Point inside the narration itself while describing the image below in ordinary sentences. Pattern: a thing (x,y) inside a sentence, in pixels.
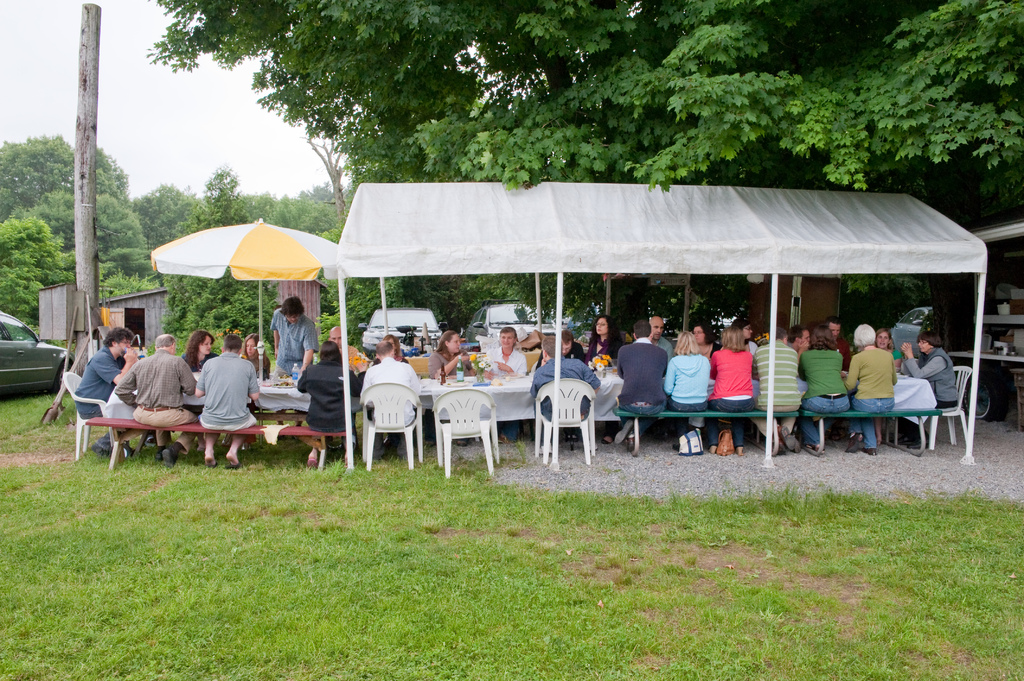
There are group of people (204,340) sitting on the chairs (472,425) and bench (697,413). Here is a person (311,345) standing. This is a tent (613,227) which is white in color. This is the table (492,388) covered with white cloth (511,396). These are the flower vases (474,368), water bottle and some things (500,385) placed on the table (512,388). I can see bags (695,446) under the bench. There are three cars (30,377) which are parked. These are trees (659,66). I can see vehicle wheel (987,409). This is an umbrella (269,256). This looks like a wooden shelter (158,305).
